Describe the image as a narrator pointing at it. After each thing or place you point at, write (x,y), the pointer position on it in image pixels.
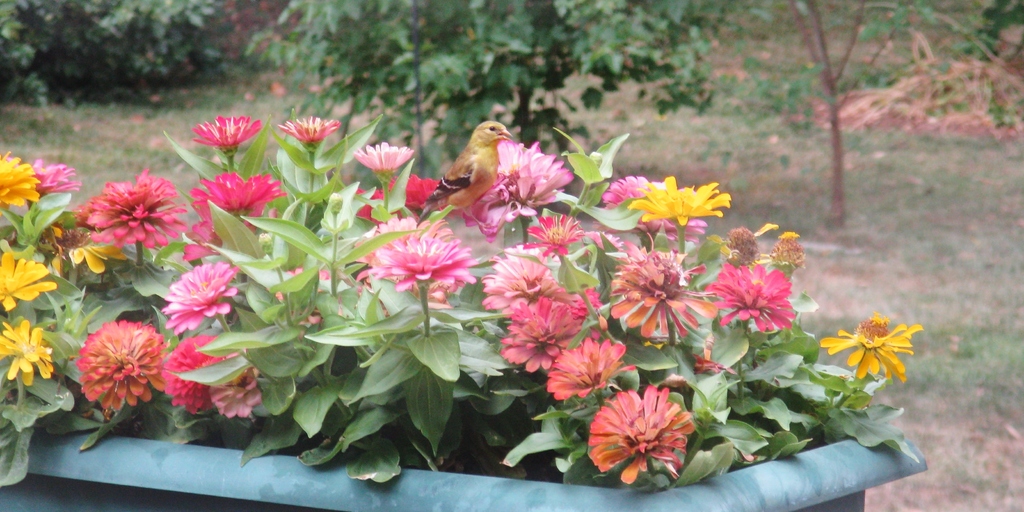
In this image there are flowers (191,255) in the front (254,326) inside the pot (326,467) which is in the center (557,318). In the background (462,56) there are trees (103,57) and there's grass (959,220) on the ground (996,255).
